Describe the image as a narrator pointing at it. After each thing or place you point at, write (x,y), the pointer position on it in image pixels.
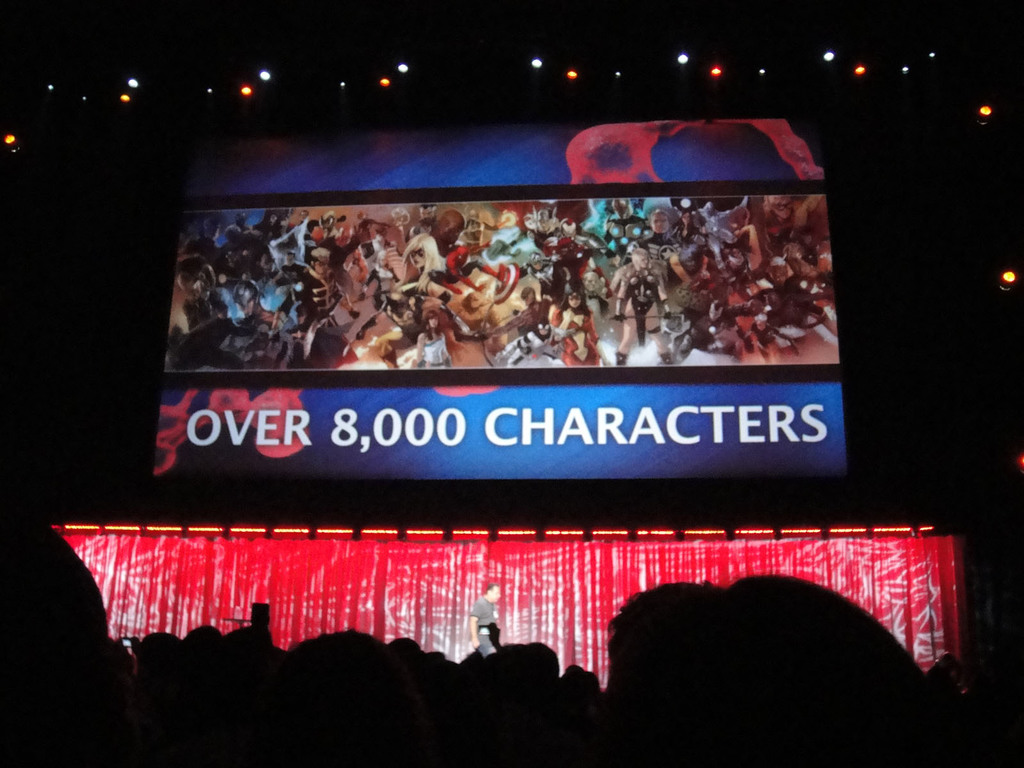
In this picture we can see a man (490,645) is standing on the stage (470,624) and behind the man (483,608) there is a screen (326,266), lights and there is a dark background (150,115).
